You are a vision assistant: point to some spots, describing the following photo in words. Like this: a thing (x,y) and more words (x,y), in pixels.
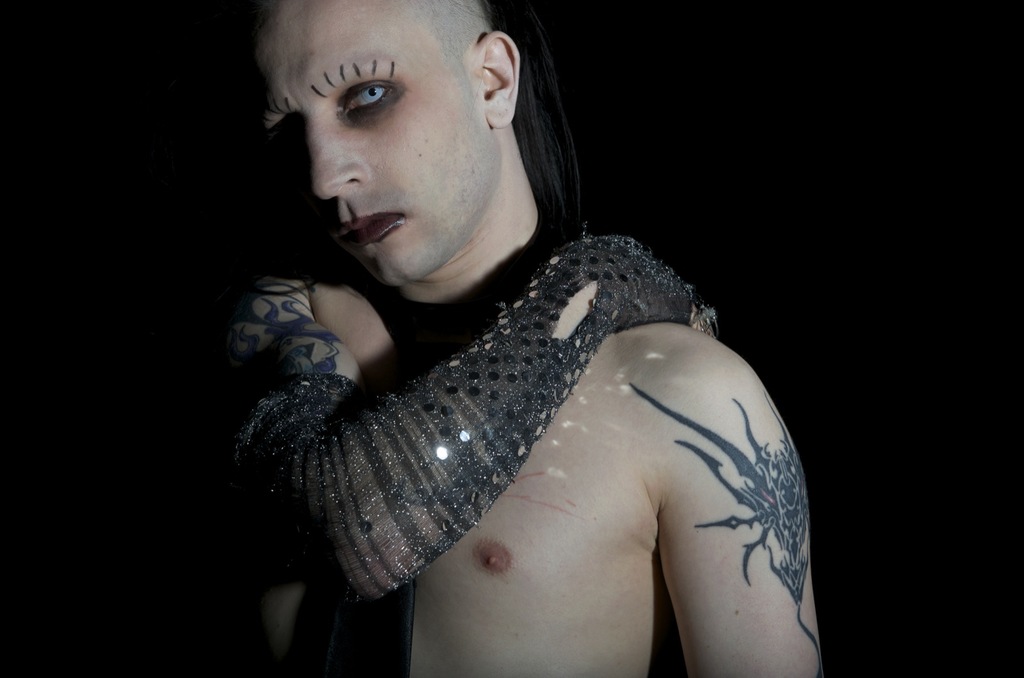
In the center of the image (442,405) we can see a person (577,377) with some tattoos (767,514) on him.
